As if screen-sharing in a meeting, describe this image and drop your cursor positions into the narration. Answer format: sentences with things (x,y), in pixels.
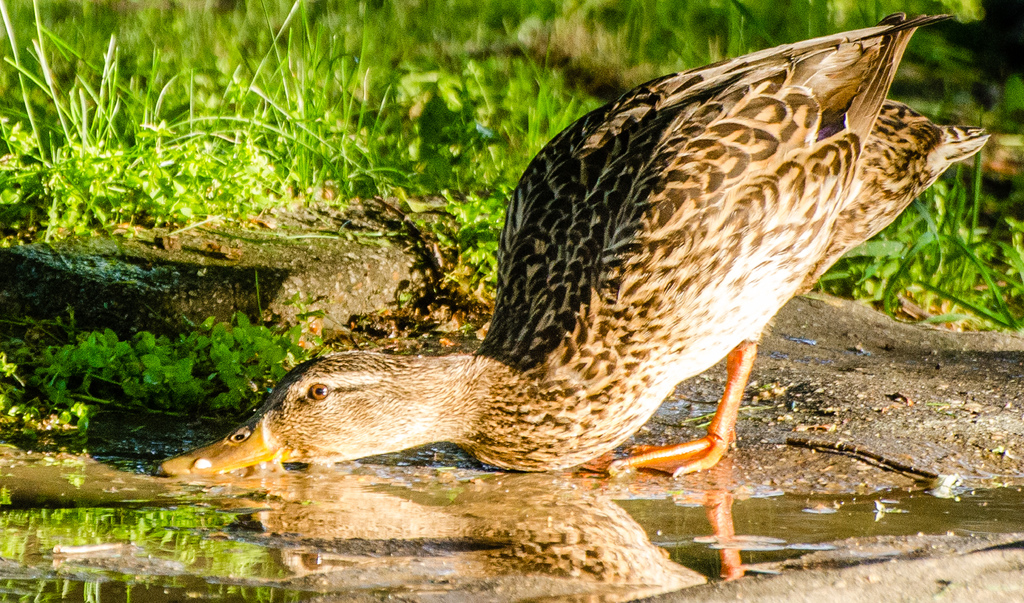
In this picture we can see a duck (643,332), at the bottom (167,562) there is water (123,537), we can see some plants (365,83) in the background (349,87).
